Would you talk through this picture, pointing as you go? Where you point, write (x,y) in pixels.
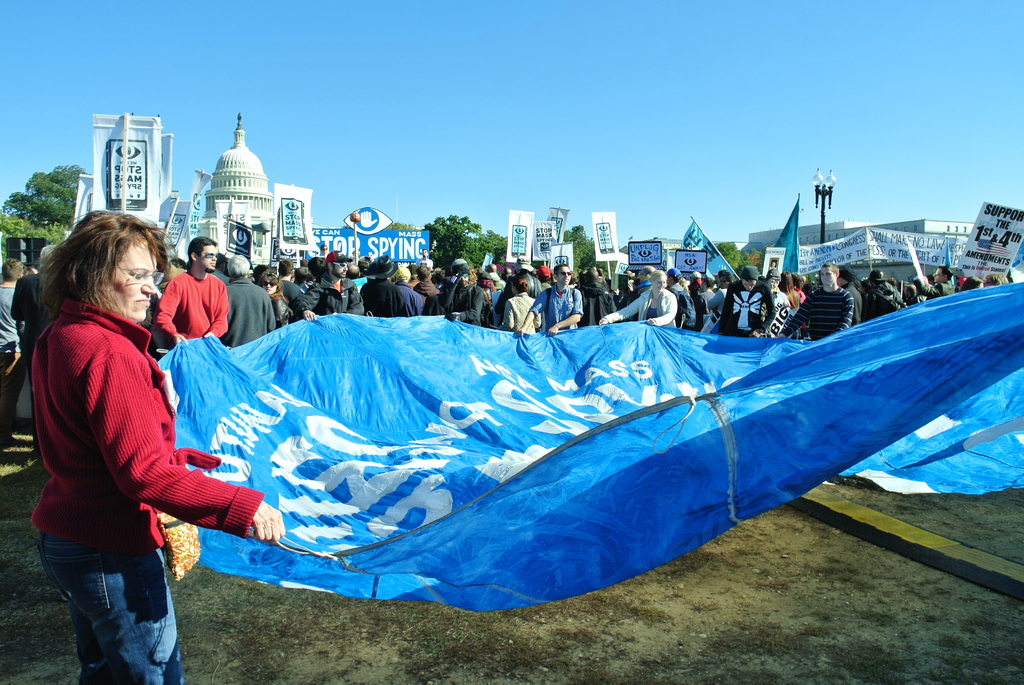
In this picture a group of people (426,274) are holding this blue color cloth (692,426). Sky (615,121) is in blue color. Far there is a building (250,198) in white color. Far there are number of trees (65,216) in green color. Many people (621,298) are holding a banners (297,237), posters (529,242) and advertisements (231,221). In-front there is a woman (122,451) in red jacket (133,518) and a jeans (148,583). She wore spectacles (134,277).
